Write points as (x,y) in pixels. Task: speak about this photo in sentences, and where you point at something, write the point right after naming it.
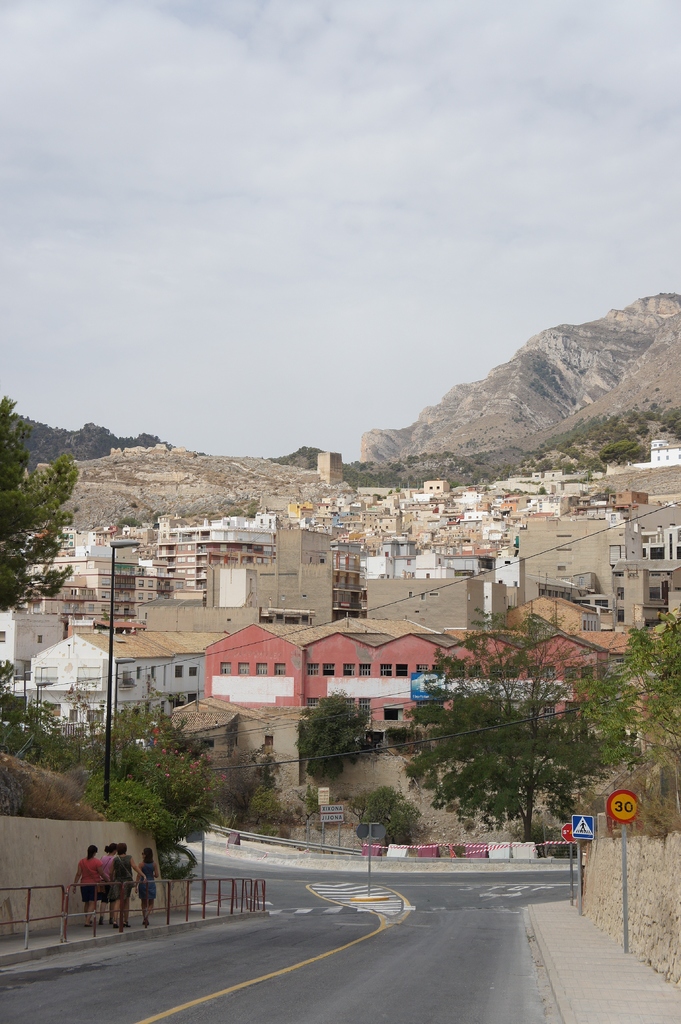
There is a road (364,926). Here we can see few persons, poles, boards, wall (115,833), trees (183,825), and houses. In the background (188,476) there is a mountain (506,442) and sky (415,253) with clouds (293,49).
